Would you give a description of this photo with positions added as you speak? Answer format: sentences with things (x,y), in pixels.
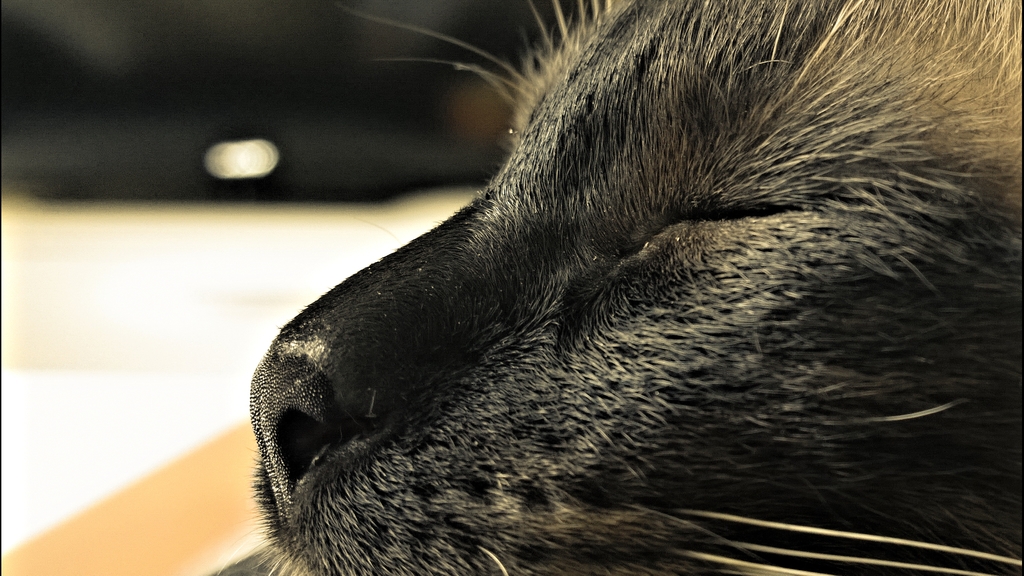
In this image I can see a close up view of a black cat (397,451). The background (69,424) is blurred.
